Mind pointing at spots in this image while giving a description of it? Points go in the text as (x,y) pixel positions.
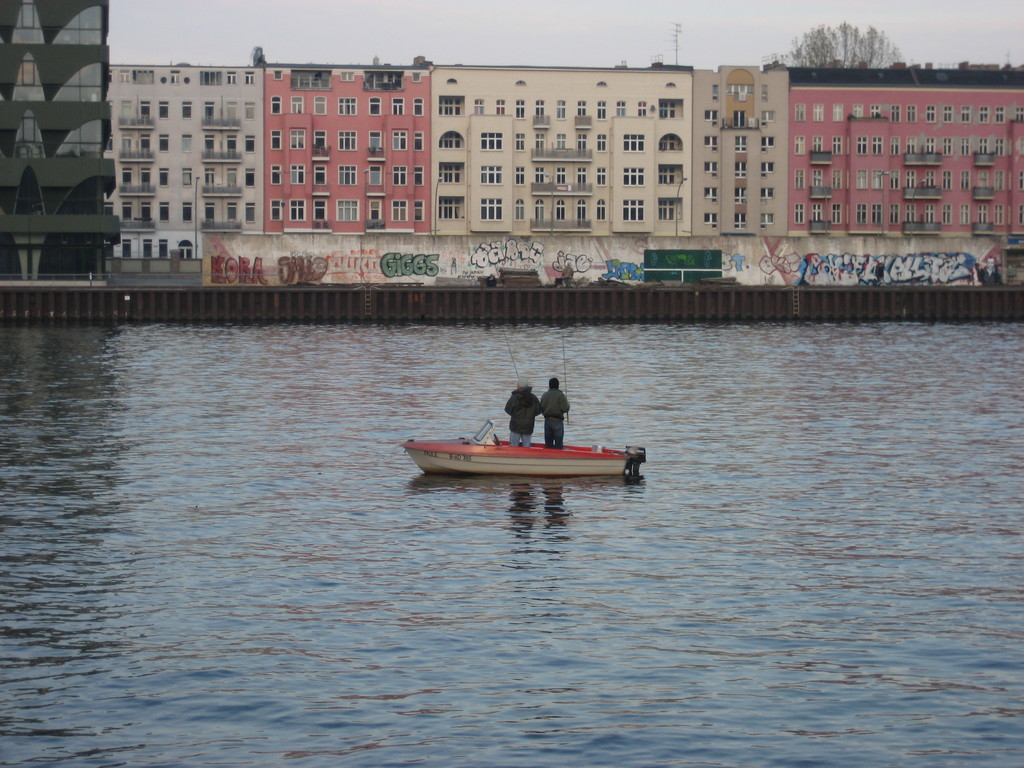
In this picture I can see there are two people (547,411) standing in the boat (511,457) which is floating in the river (547,380) and there is a wall (380,245), buildings (700,116), trees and the sky (503,13) is cloudy.
